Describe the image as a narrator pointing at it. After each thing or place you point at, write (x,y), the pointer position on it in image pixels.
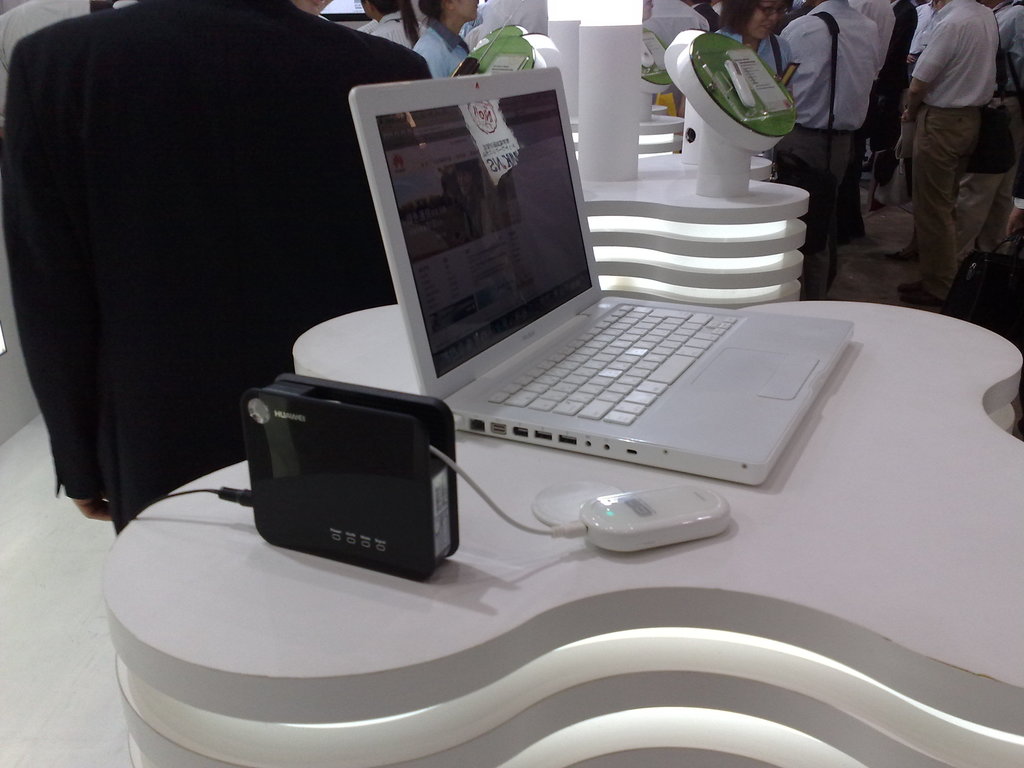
In this picture we can see a laptop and few devices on the platform (888,490) and in the background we can see a group of people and some objects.
